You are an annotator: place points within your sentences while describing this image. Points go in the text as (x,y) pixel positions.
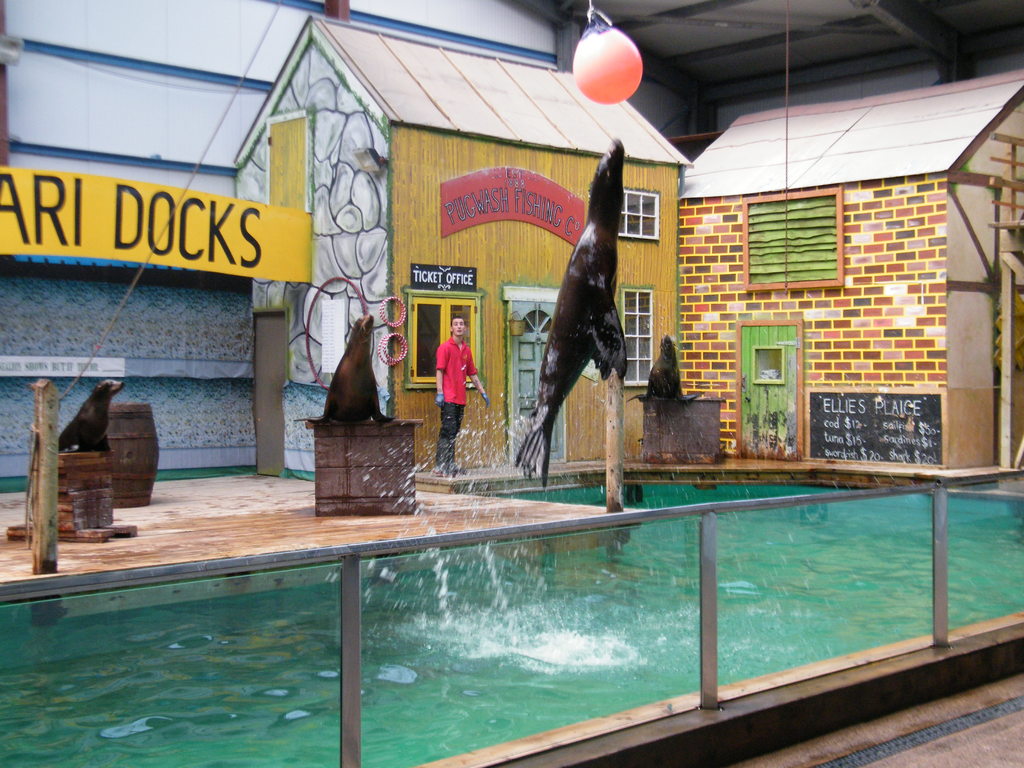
In this image I see a seal (591,265) over here and I see 3 more seals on this things (323,456) and I see the pool (5,747) over here and I see the railing (305,588). In the background (929,435) I see a man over here and I see something is written over here and I see boards (493,185) on which something is written.
